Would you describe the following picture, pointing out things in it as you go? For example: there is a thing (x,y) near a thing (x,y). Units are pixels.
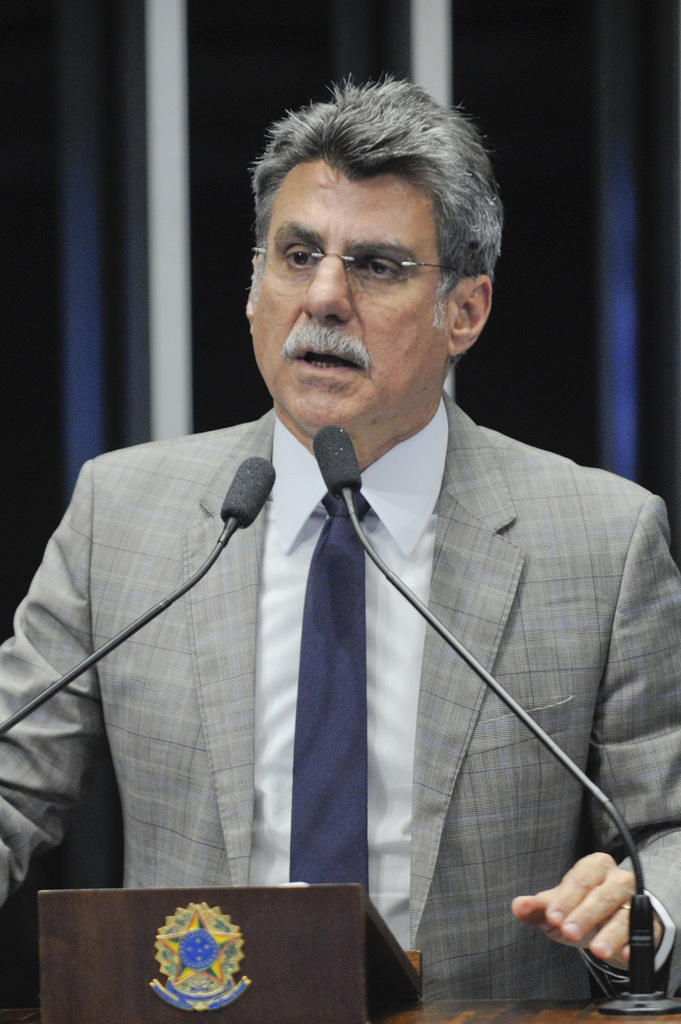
In the picture we can see a person (370,687) wearing grey color suit (144,714) standing behind podium (116,891) on which there are microphones (216,563).
